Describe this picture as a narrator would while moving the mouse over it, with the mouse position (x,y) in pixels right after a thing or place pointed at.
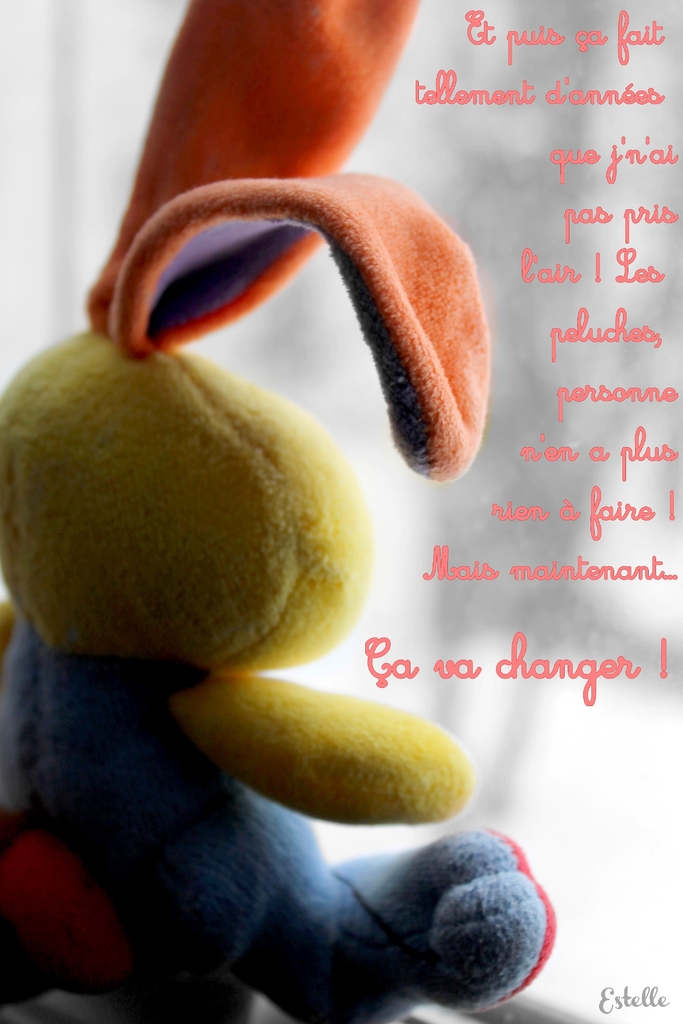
Here we can see a toy (541,952) and there is text (571,390) written on it. There is a white background (620,782).
